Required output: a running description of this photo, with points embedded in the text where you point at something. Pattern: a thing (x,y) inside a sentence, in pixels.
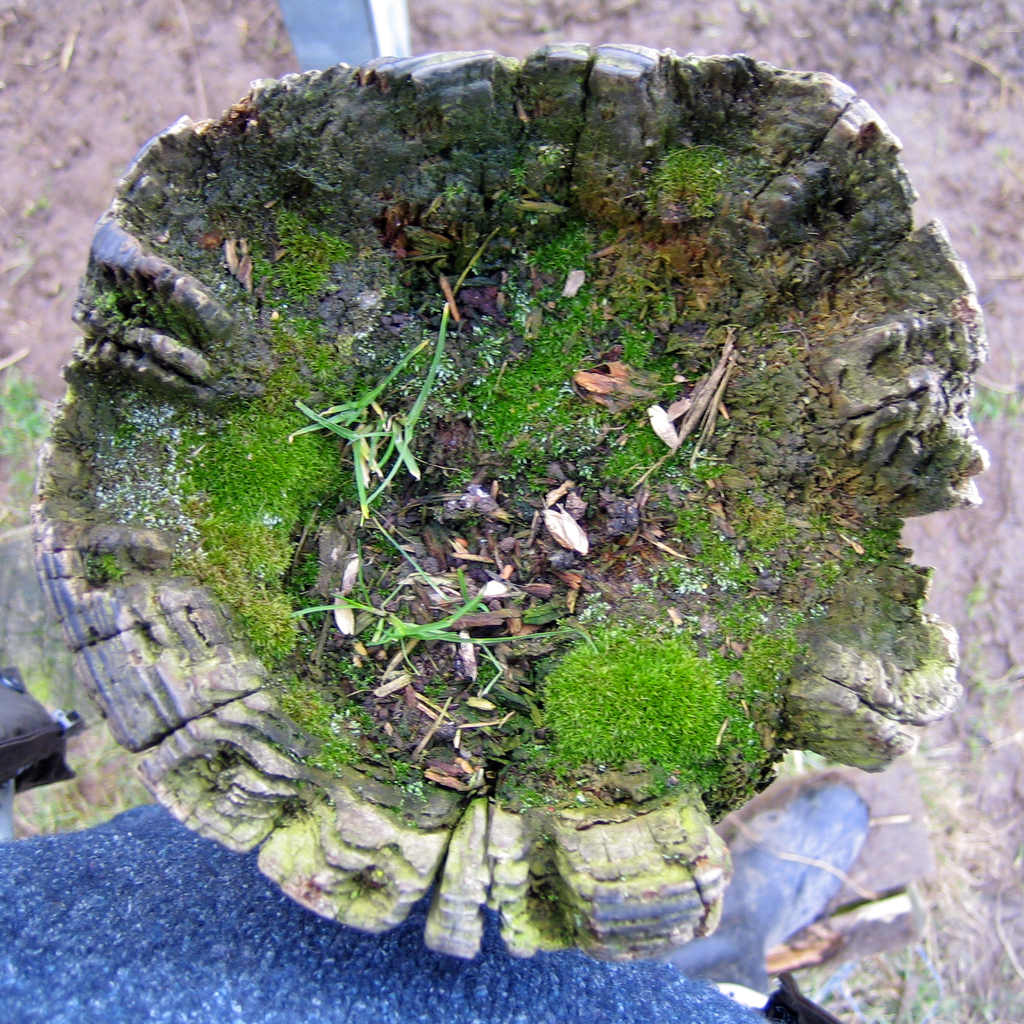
In this image we can see a wood trunk (483,326), grass (413,426), algae (335,449) and twigs (562,575). At the bottom of the image (751,934) there is the footwear (719,937), cloth (158,942) and other objects (877,866). In the background of the image (48,632) there is a soil surface (900,43).
